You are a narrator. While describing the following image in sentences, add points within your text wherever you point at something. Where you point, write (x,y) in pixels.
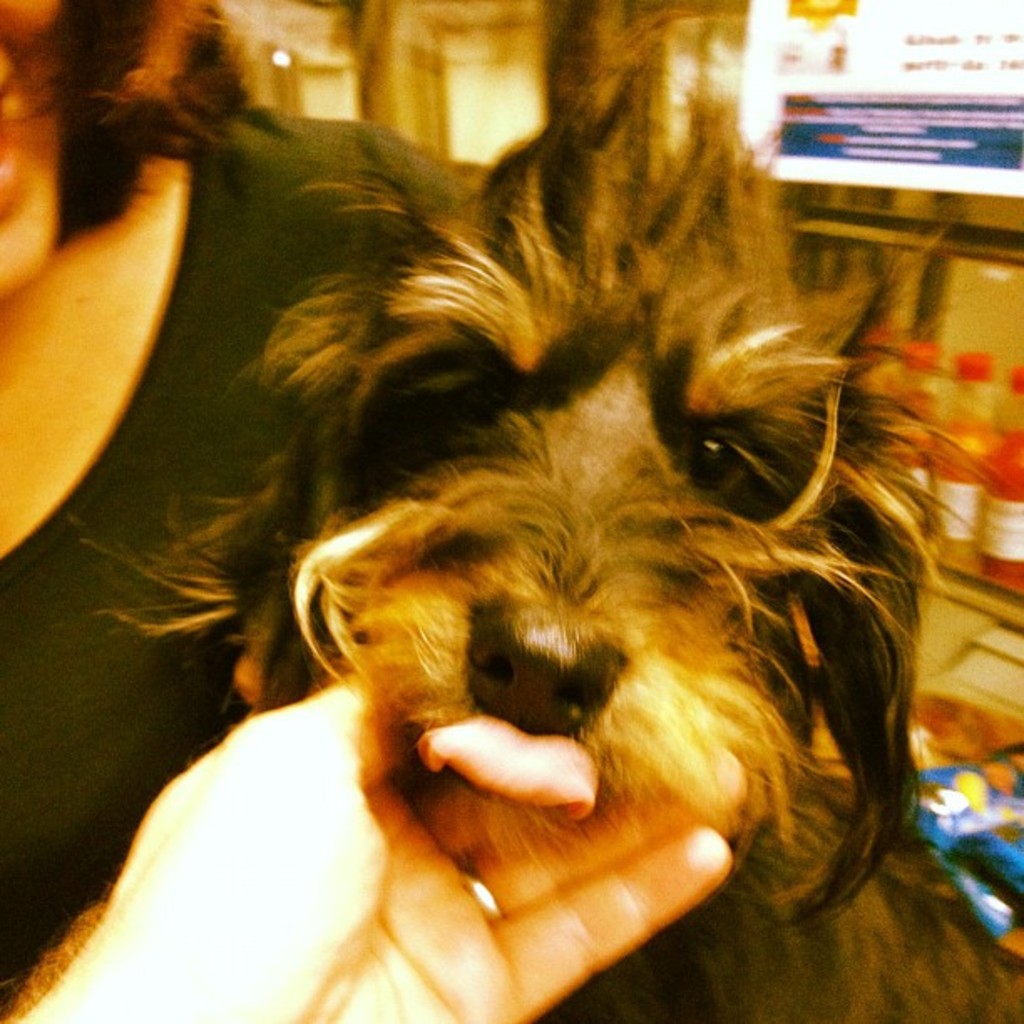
In this picture we can see a person (203,456) and a dog (463,461). Behind the dog (488,319), there are bottles (915,364) and some blurred objects (997,804). At the bottom of the image (380,924), there is a person's hand (240,978).
